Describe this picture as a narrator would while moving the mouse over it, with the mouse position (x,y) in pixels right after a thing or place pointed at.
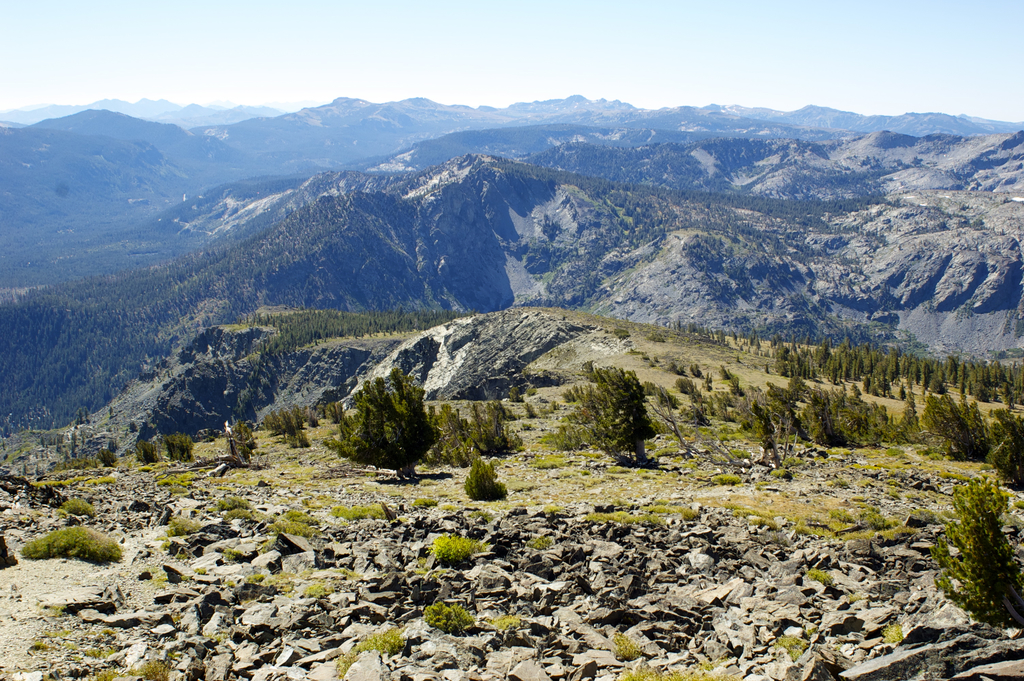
In this picture, we can see some mountains (591,165) covered with plants (844,393), grass (889,457) and we can see a few rocks (297,541) and we can see the sky (86,84).
